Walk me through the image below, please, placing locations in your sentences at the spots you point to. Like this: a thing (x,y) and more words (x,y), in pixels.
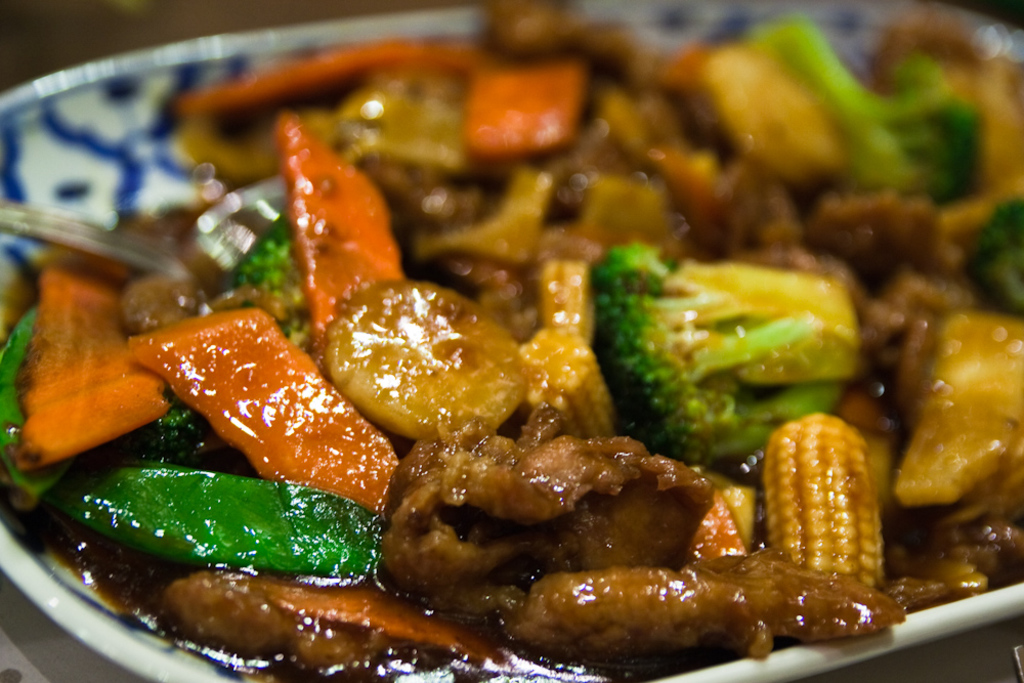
In this image I can see food item (456,407) on a plate (155,129).
